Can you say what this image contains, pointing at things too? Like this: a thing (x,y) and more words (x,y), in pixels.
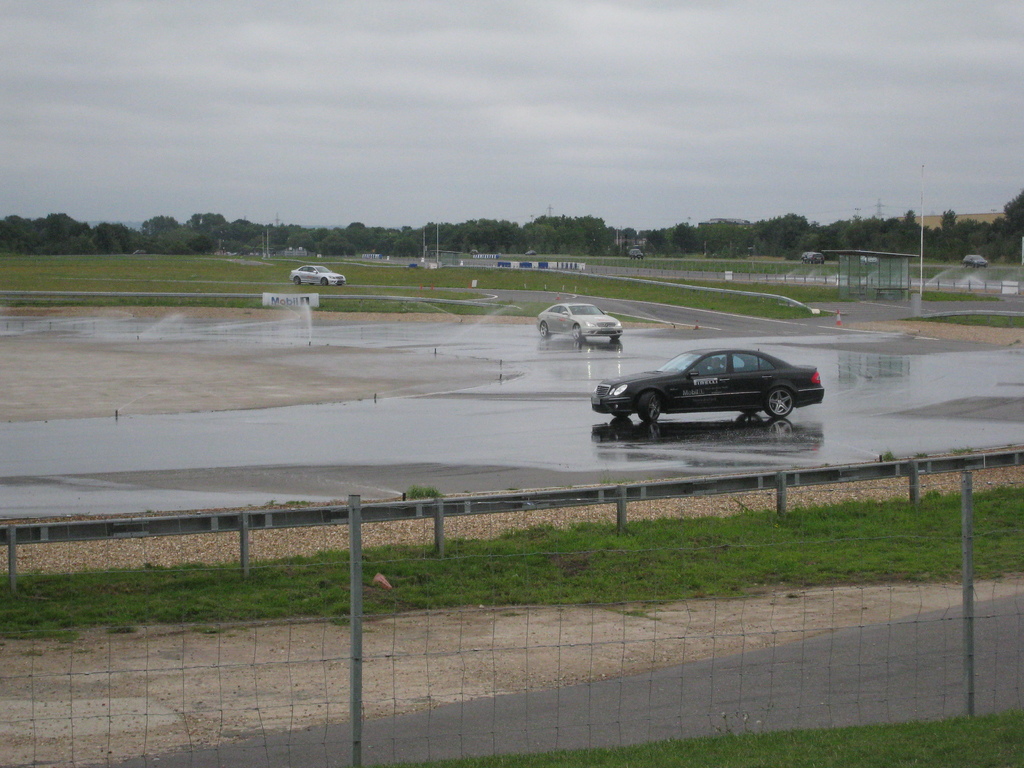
In this image, there is a fencing (277,634), there's grass (593,570) on the ground (708,552) at some area, there are some cars (585,325) on the road (629,347), there are some trees (977,235), at the top (539,91) there is a sky (534,91) which is cloudy.
